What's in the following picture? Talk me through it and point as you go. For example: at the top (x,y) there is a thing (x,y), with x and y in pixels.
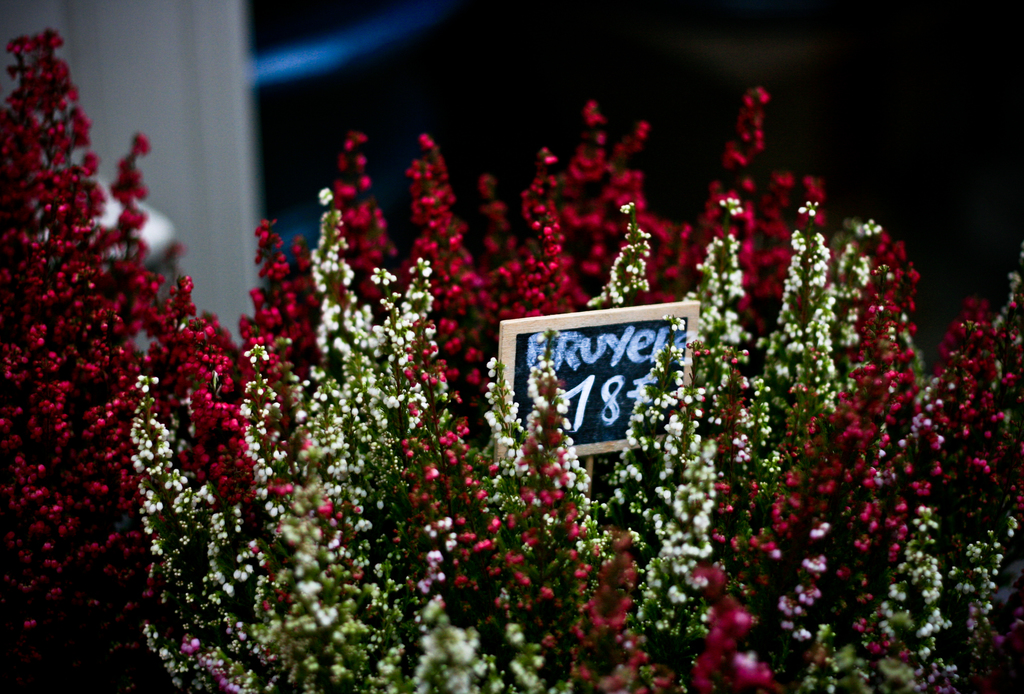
In this image there is a price board (584,387) in the bouquet (472,548) having flowers (167,454). Background (900,194) is blurry.
